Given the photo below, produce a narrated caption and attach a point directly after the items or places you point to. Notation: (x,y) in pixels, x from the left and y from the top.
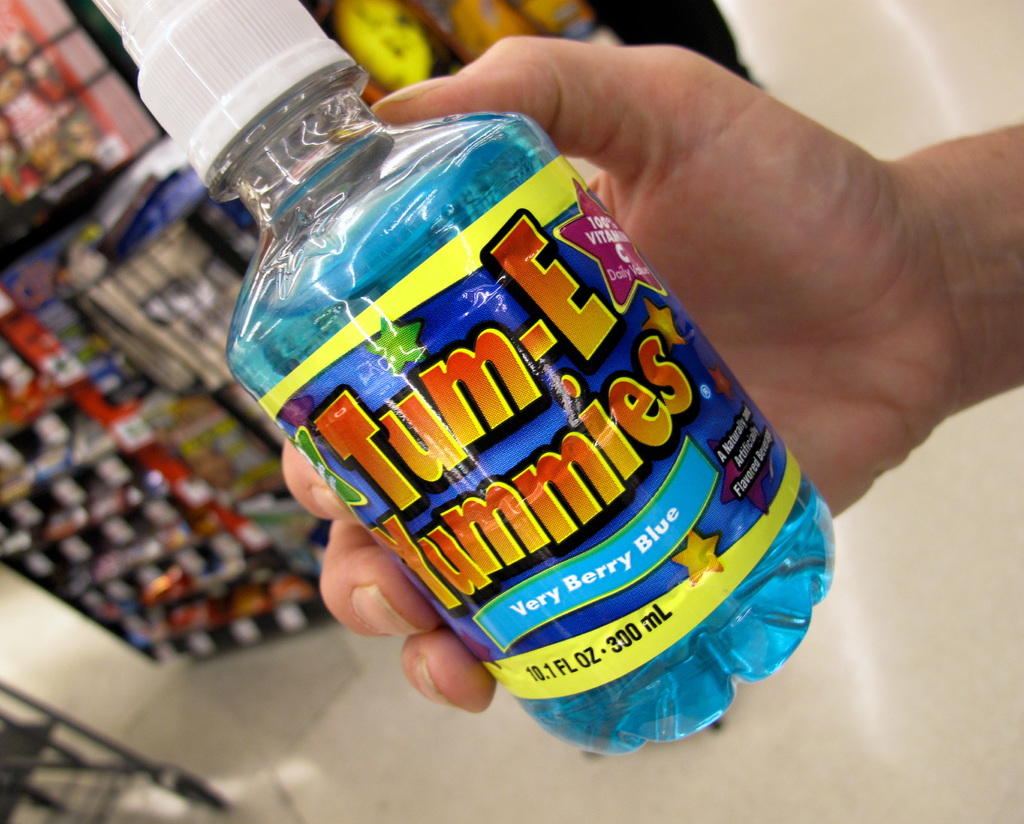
This picture shows a blue bottle (516,210) in a human hand (660,64) and we see few candies (225,331) in the store (241,401).
